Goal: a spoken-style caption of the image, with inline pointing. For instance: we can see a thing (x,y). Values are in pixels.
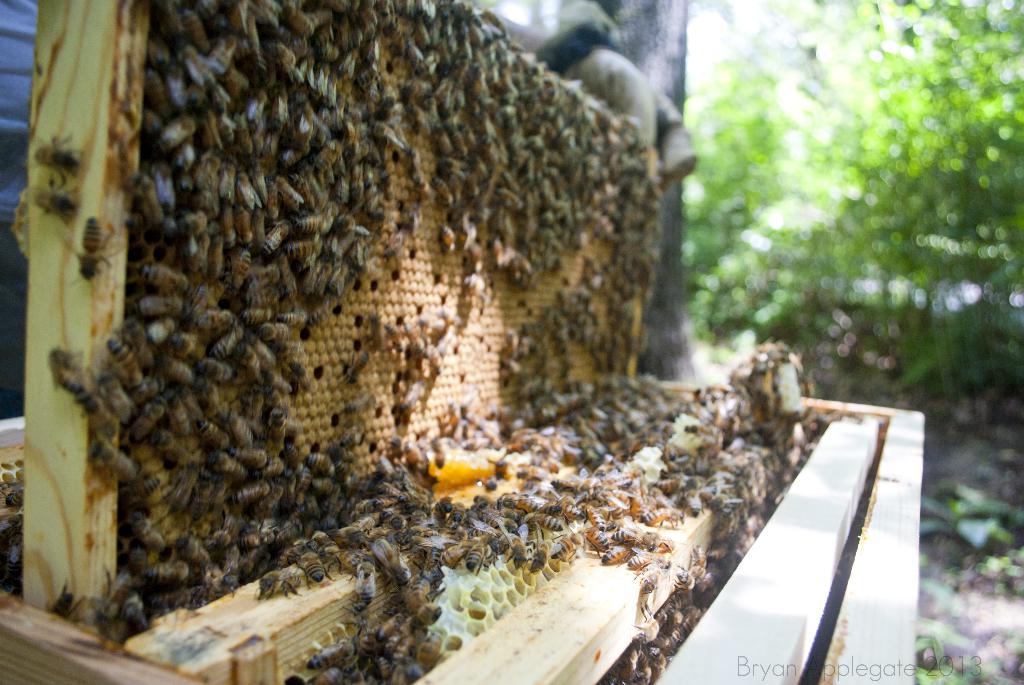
In this picture we can see honey bees (421,451) here, on the left side (313,382) there is a beehive (432,343), in the background (842,202) there is a tree (925,104), we can see wood (759,603) here.
